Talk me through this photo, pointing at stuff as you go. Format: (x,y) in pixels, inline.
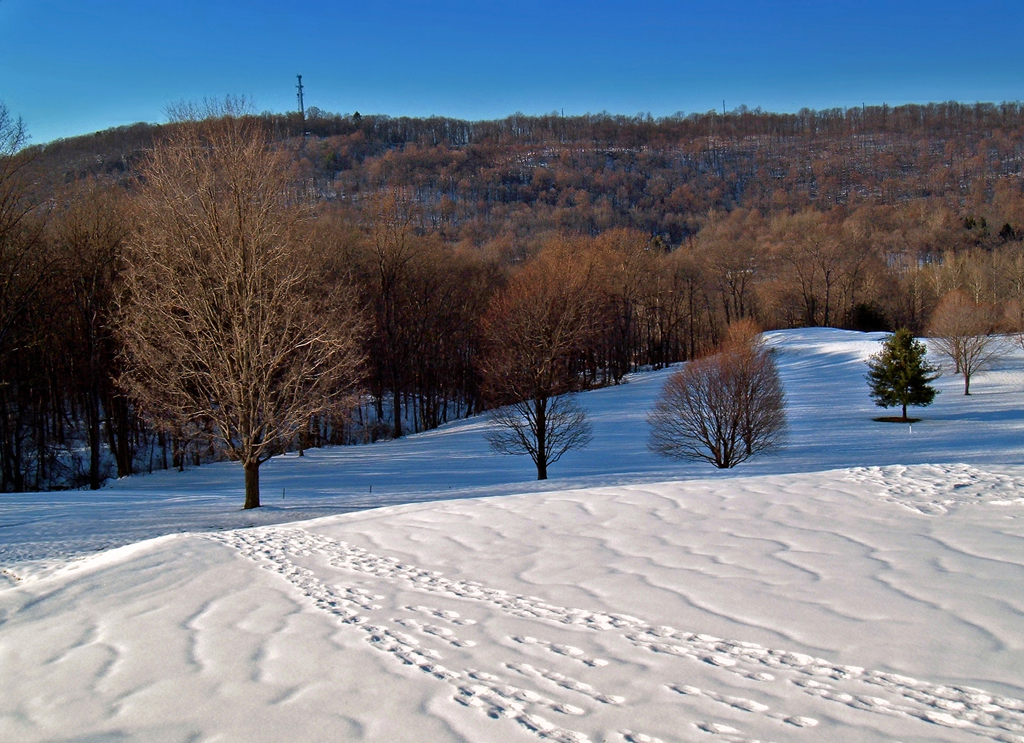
In this image, there are so many trees (89,419), plants (923,393) and snow (447,630). In the background (756,129), we can see the hill (650,139), trees (368,135), tower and the sky (643,91).
